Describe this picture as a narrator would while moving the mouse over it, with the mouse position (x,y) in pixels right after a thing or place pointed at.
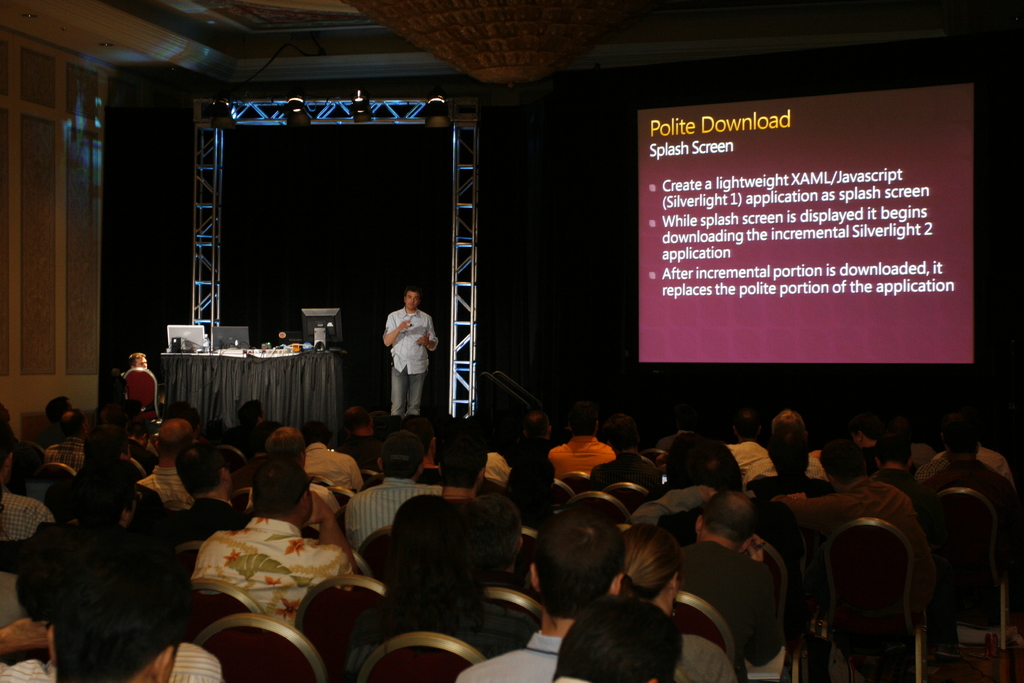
The person (410,348) wearing white dress (403,341) is standing and speaking in front of a group of people (578,554) and there is a table (273,360) beside him which has desktops (303,323) on it and there is a projector (809,235) in the right corner (815,221).
